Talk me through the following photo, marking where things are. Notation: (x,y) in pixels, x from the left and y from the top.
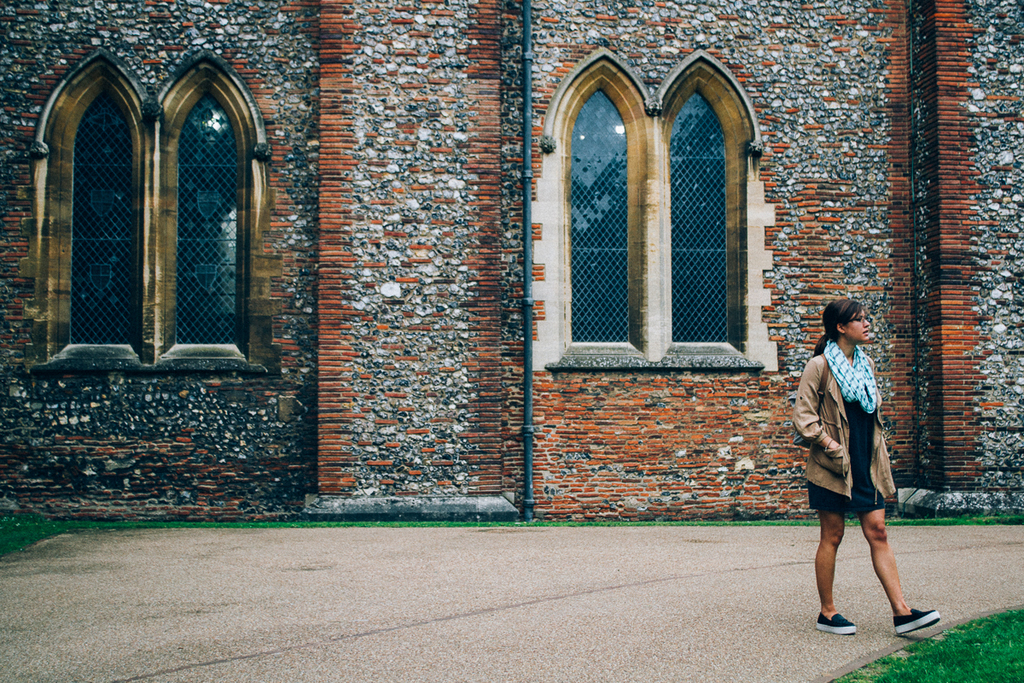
In this image on the right side (798,440) we can see a woman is walking on the platform (786,532). In the background (474,308) there is a building (366,269), windows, pole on the wall (80,467) and we can see grass (971,653) on the ground (42,647).
